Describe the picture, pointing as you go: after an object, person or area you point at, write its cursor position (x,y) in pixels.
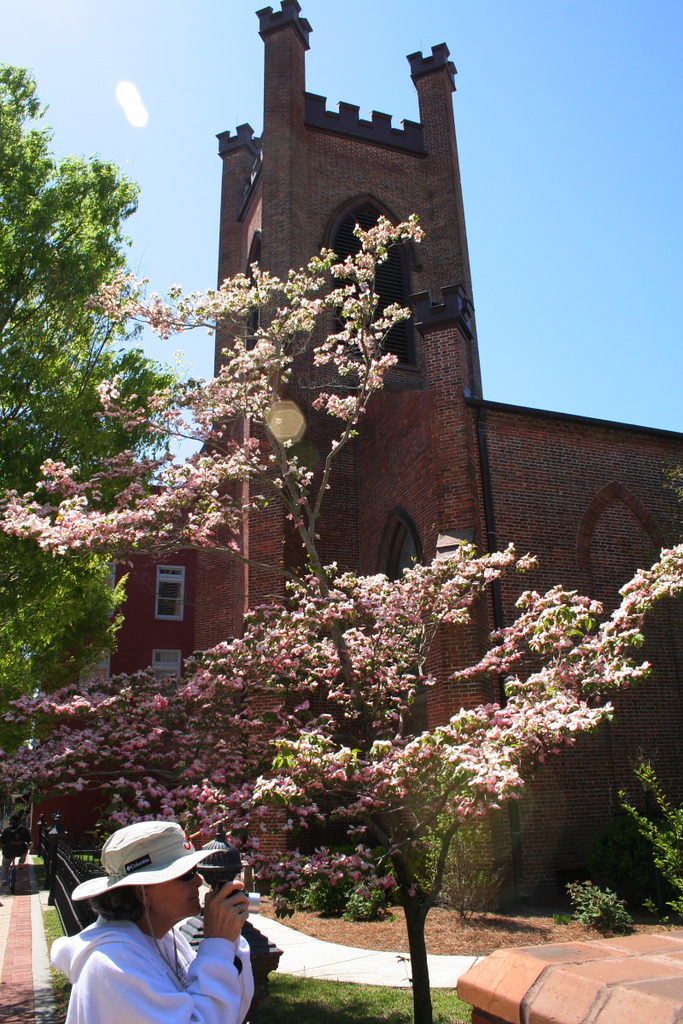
In this image there is a person (156,946). There are trees (518,652) and grass (436,1005). There is a building (632,783). There is sky (618,242).
